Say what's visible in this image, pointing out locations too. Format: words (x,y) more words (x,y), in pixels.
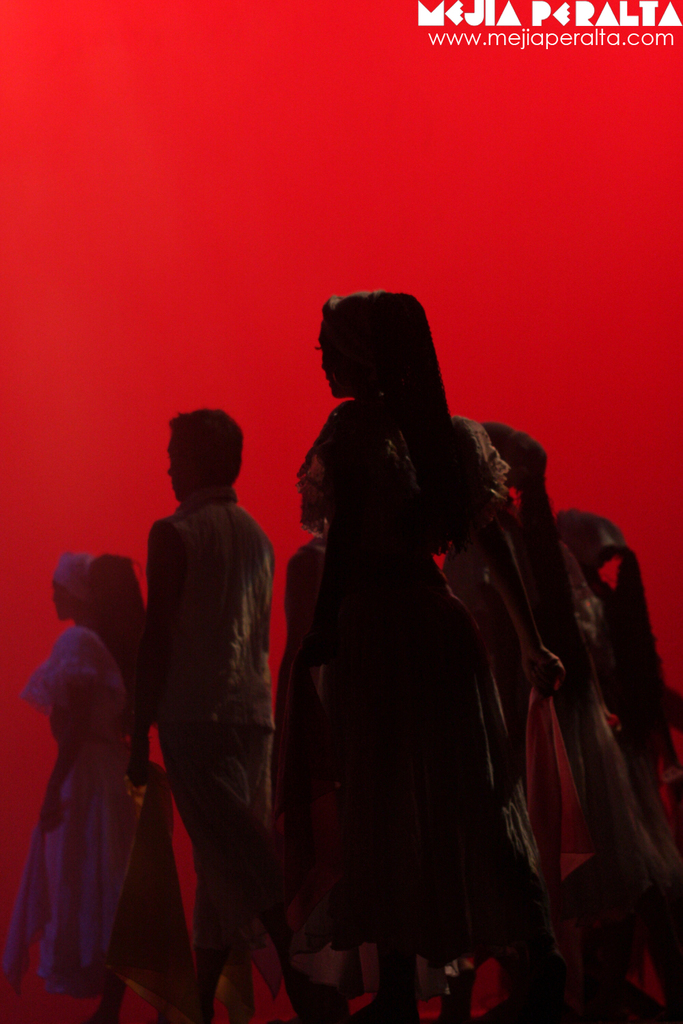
There is a poster (417,728). In which, there are persons (214,534) standing on the floor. In the right top corner (614,23), there is watermark (459,41) and text (459,41). And the background (501,200) is red in color.
